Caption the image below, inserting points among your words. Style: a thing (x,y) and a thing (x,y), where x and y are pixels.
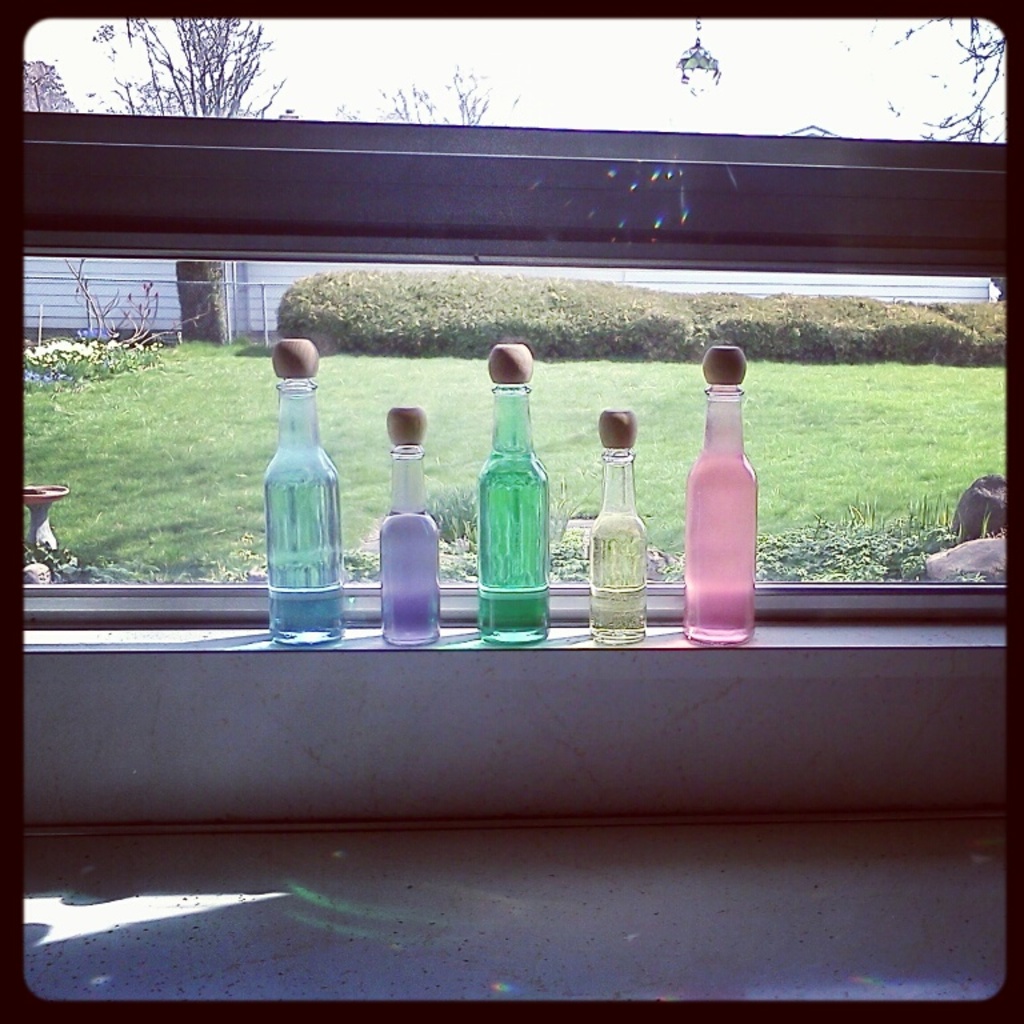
In this picture we can see bottles (325,525) of different colors placed on some wall (360,690) and from this glass (263,308) we can see grass (161,375), trees (197,326), rods (228,305).
